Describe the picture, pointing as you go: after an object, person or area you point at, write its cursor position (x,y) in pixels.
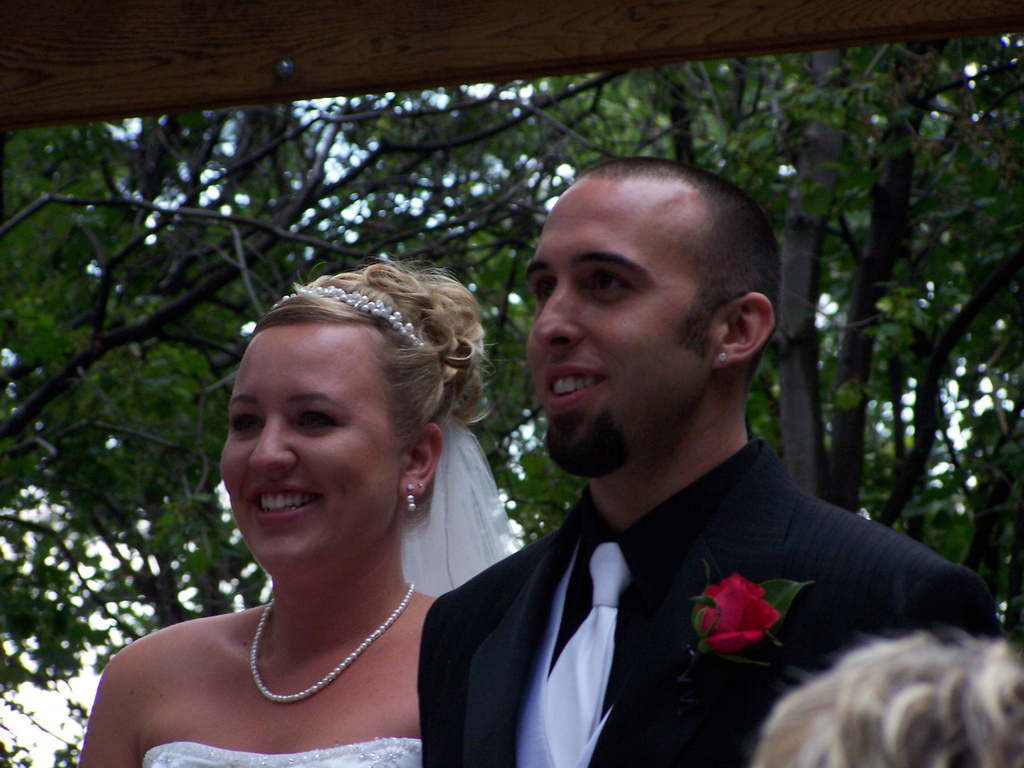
In the foreground of the image (111,728) there are people (537,573). In the background of the image (184,337) there are trees (178,155). At the top of the image (52,24) there is a wooden pole (37,26).
